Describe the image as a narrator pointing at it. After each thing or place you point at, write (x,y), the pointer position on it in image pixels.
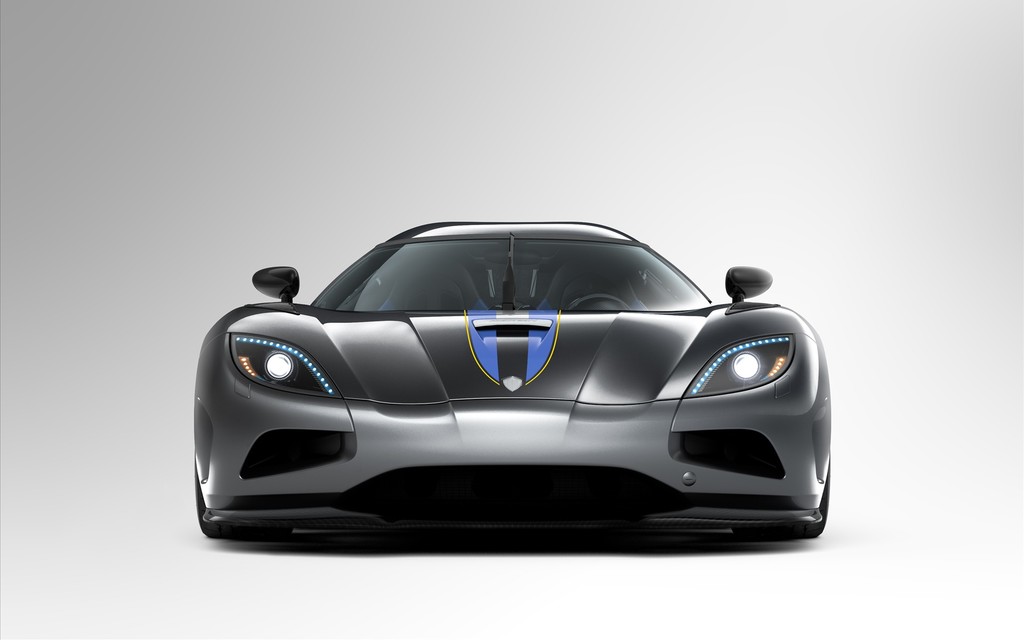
In the center of the picture (363,302) there is a car (477,486) in grey color.
